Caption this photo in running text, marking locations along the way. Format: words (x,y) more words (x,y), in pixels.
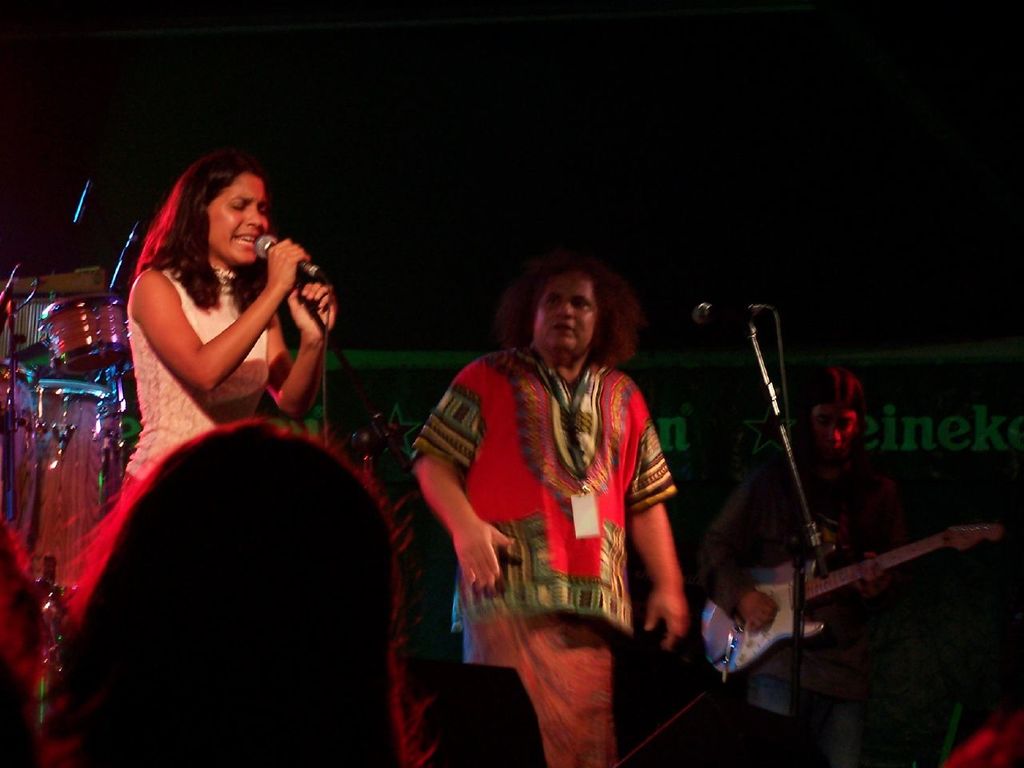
In this image we can see some people (564,608). In that a woman (278,403) is holding a mic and the other is holding a guitar (754,614). We can also see a mic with a stand (760,351), some musical instruments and a board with some text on it.
